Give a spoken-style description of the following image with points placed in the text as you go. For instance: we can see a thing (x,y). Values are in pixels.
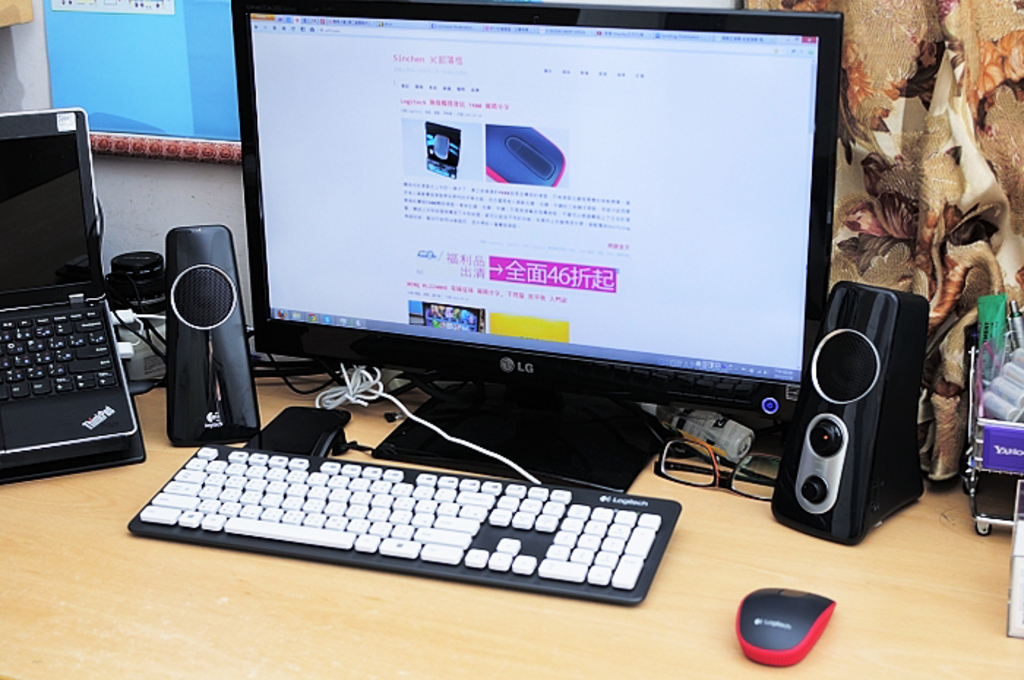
In this image there is a monitor (265,324), keyboard (411,477), speakers (189,372), mouse (809,606), specs (688,448), laptop (58,417) and other objects (1004,505) are placed on the table (402,636), behind them there are few objects (964,96) hanging on the wall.
